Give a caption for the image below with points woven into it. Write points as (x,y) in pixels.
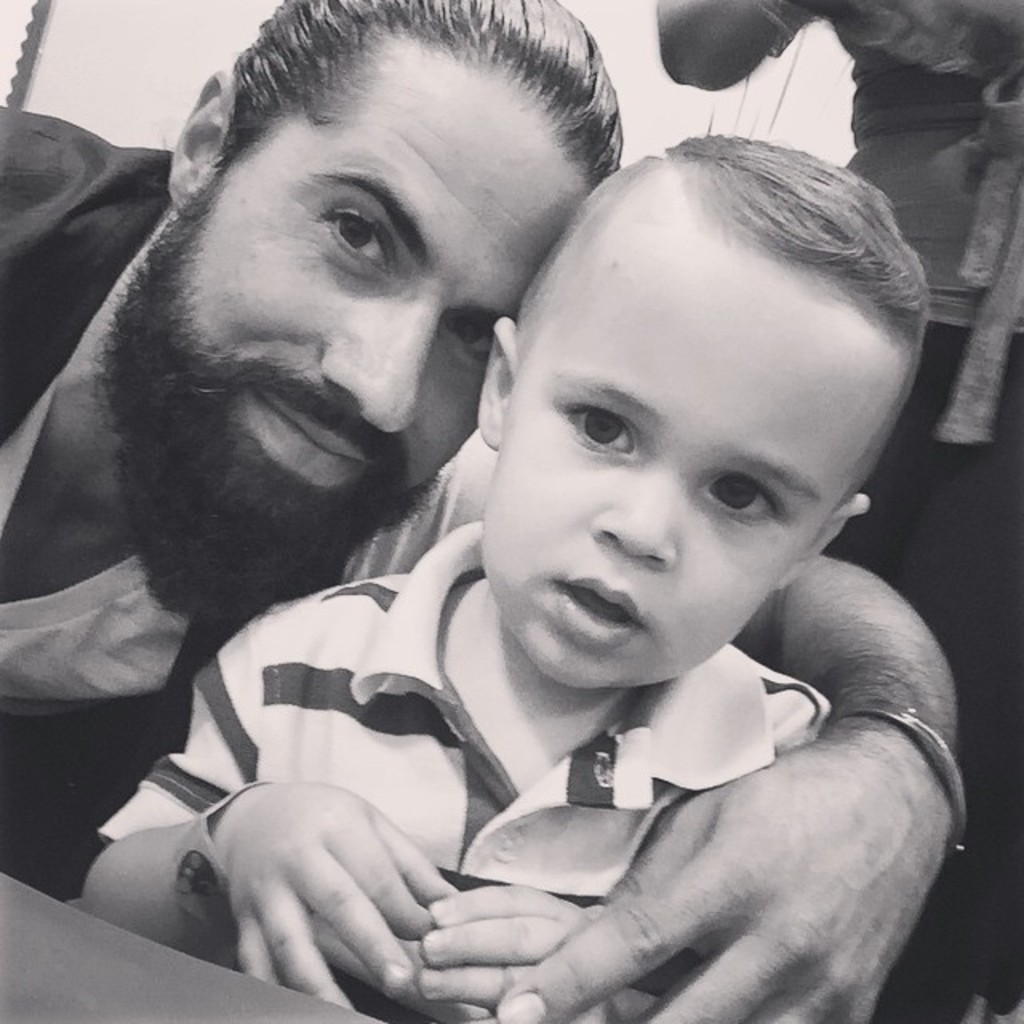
This is a black and white picture. Here we can see a man (116,555) and a kid (643,749). In the background (957,441) we can see a person (946,333).
